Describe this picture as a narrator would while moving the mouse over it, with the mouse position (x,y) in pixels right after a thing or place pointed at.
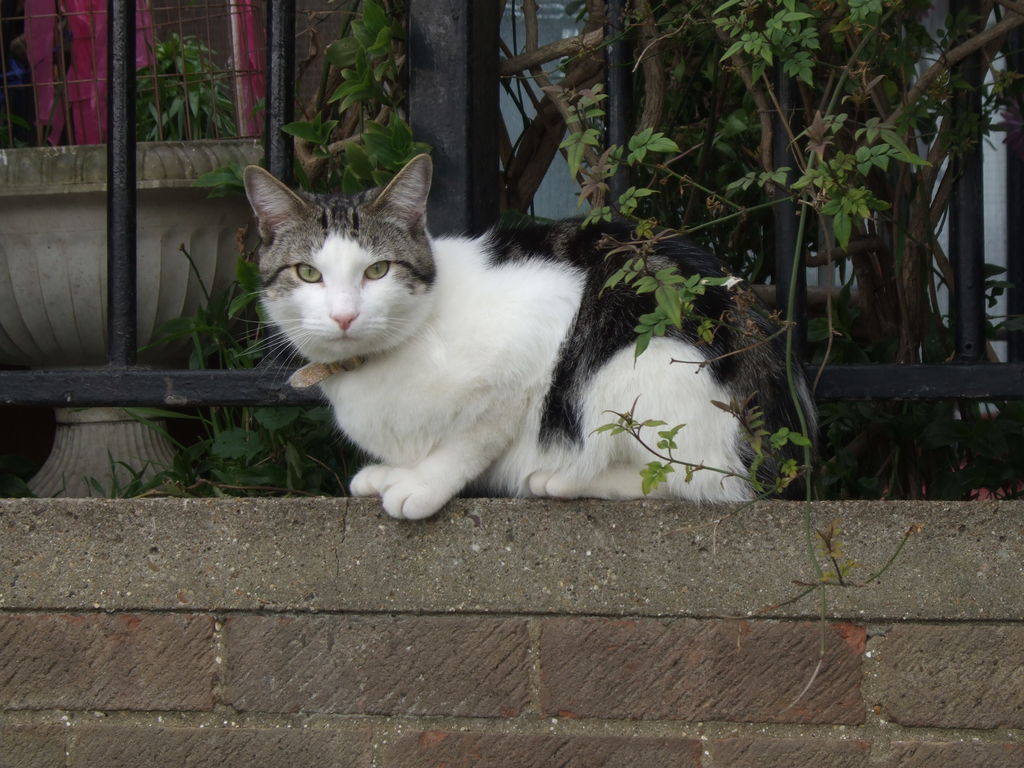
In this image I can see a black and white colour cat (475,474) is sitting on the wall (429,523). Behind the cat (501,455) I can see black colour iron bars (496,112) and few plants (347,115). I can also see a white colour thing (67,160) on the left side of this image (183,231).
